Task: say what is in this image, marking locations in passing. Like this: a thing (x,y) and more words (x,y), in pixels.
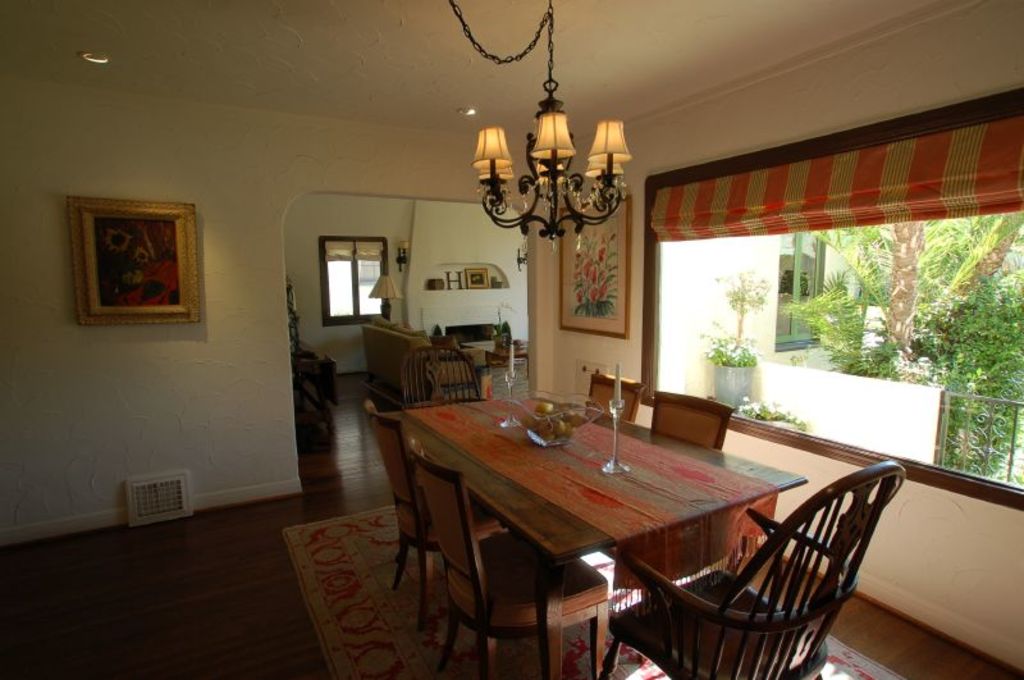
On the right side of the image (747,268) there is a window (747,268) with curtains (958,175). Behind the window (704,319) there are trees (1021,374), plant (1009,384) and also there is wall (912,430) with railing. On the left side of the image (115,322) there is a wall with frame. In front of the window (653,403) there is a table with bowl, stands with candles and also there are chairs (444,526). On the floor (357,396) there is floor mat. In the background (315,320) there are sofa chairs (395,323), table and wall (310,251) with windows (352,259), lamps (401,254) and some other things (465,267). At the top of the image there is chandelier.
